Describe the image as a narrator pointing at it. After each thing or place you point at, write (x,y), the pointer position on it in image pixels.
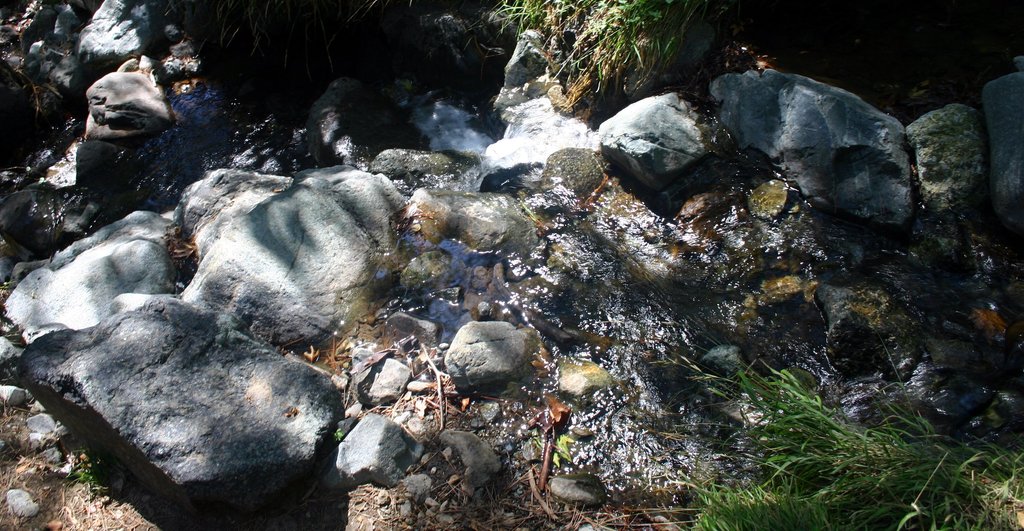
This image is taken outdoors. In this image there are many rocks (120,36) and stones (15,249) on the ground (832,49). There is grass (569,18) on the ground (379,525). There is water (712,401) flowing on the ground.
